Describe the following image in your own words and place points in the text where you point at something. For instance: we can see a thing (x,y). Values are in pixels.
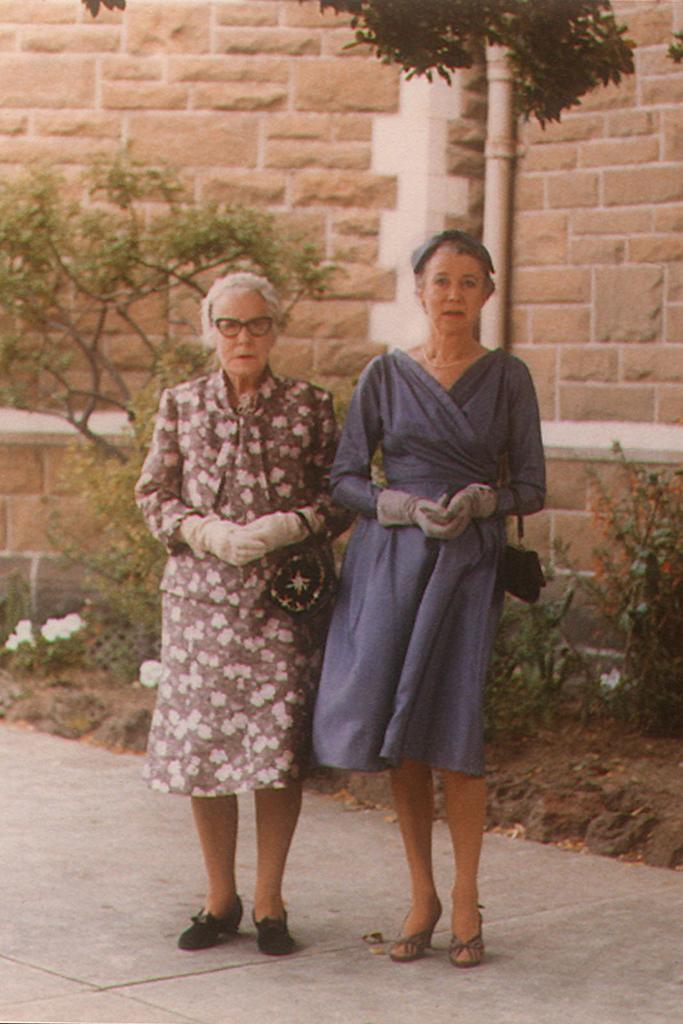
In this picture I can see two women's (323,707) are standing and holding bags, behind we can see a brick wall (604,254) and also some plants (411,14).
